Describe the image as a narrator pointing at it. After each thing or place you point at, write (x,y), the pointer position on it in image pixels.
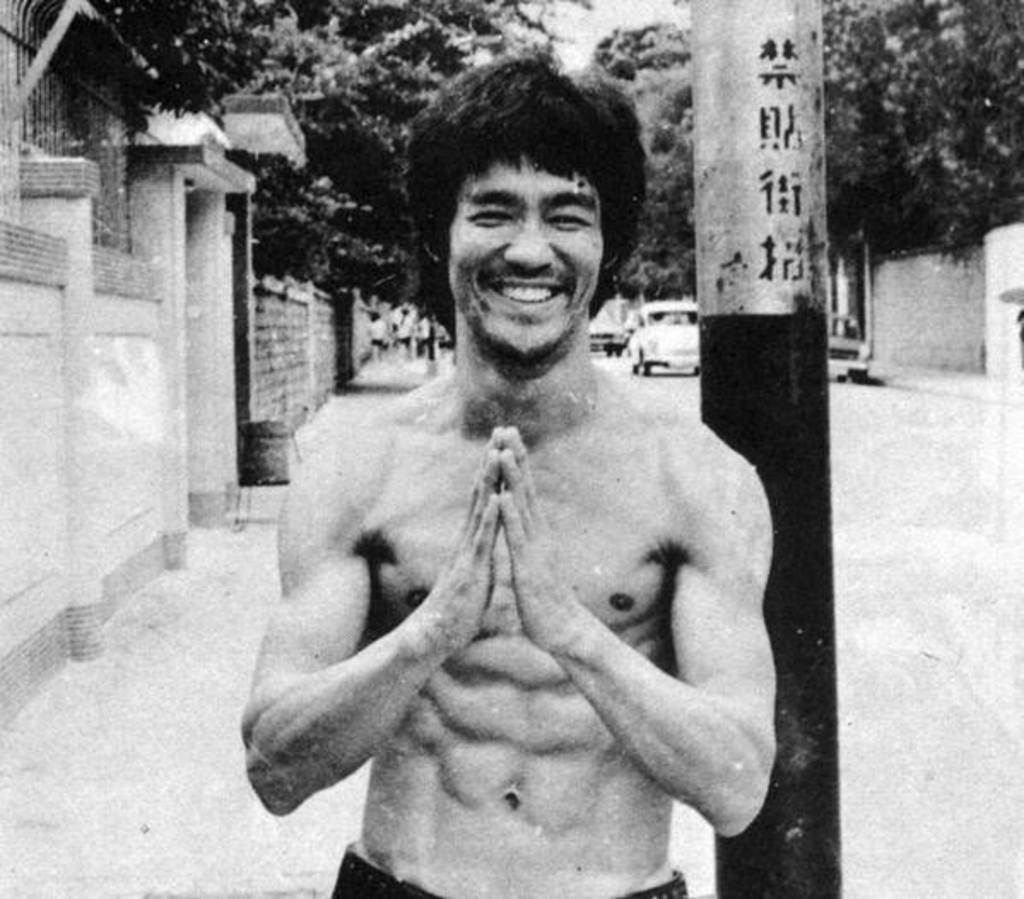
This is a black and white image. In the center of the image (412,406) there is a person (538,294). In the background (681,272) we can see pole (742,144), trees (643,214), cars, wall (78,468) and road (675,400).
